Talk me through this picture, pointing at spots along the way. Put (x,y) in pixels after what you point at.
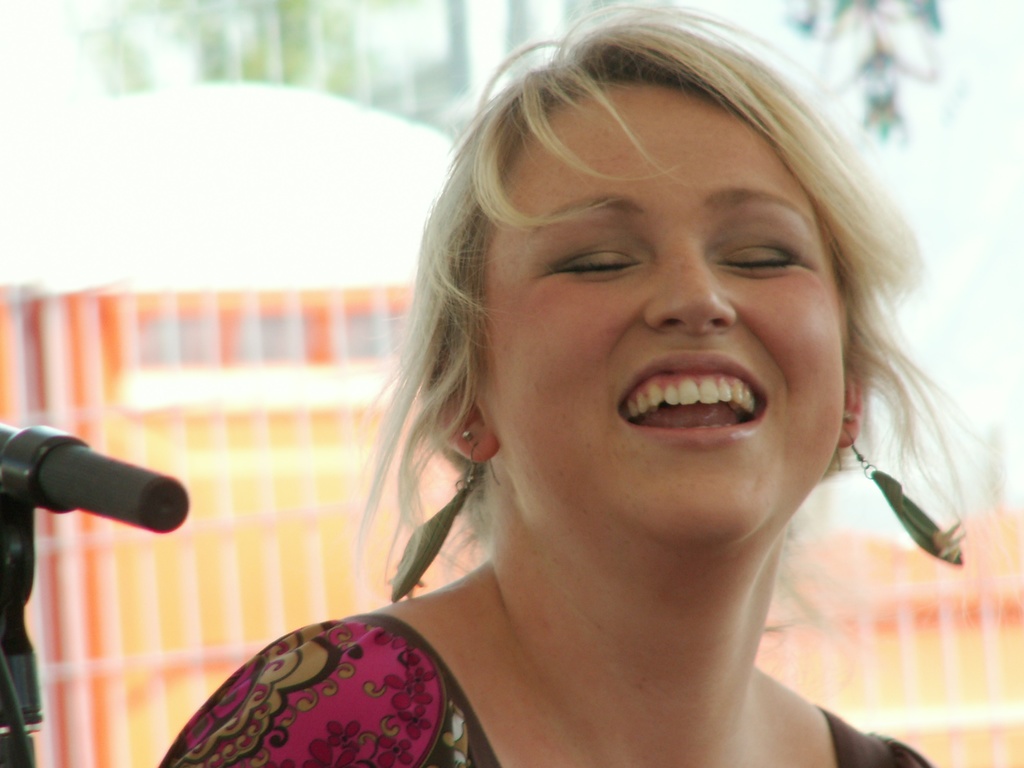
In this picture I can observe a woman (611,466). She is smiling. The background (193,112) is blurred. On the left side (6,472) I can observe a mic (96,481).
